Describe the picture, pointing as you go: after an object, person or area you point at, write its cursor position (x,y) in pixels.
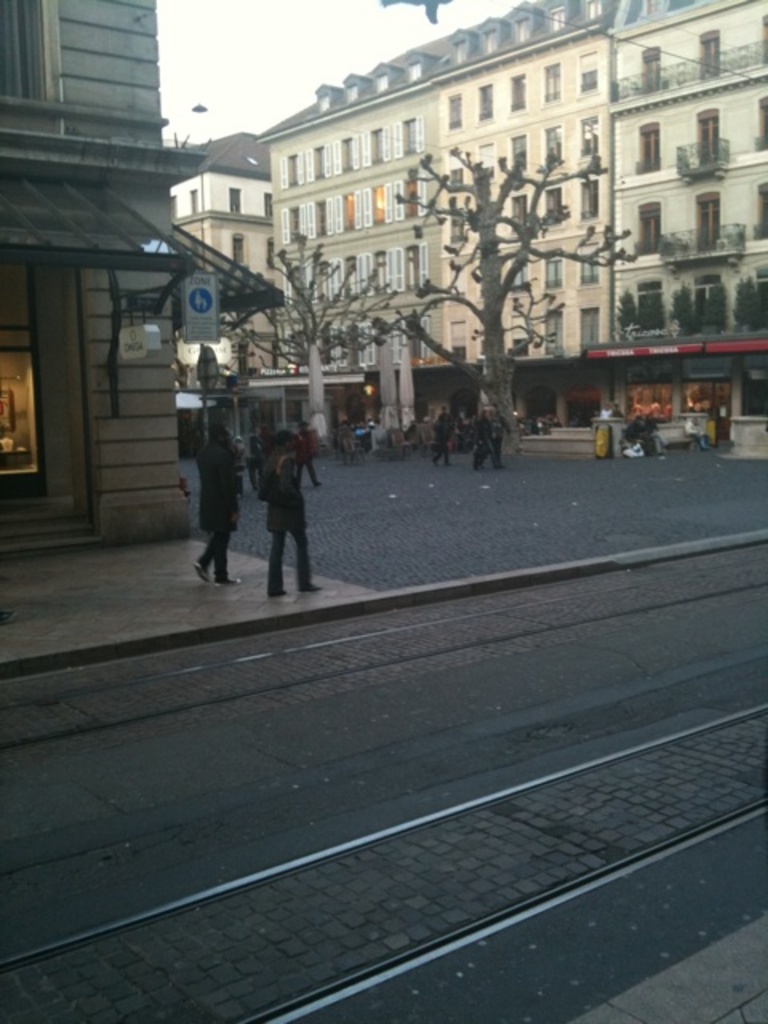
These are the buildings (384,103) with the windows (481,107). I can see few people (303,507) walking and few people (649,428) sitting. I think these are the trees (335,299) with the branches (478,199). This looks like a board (189,325), which is hanging. I think this is a tramway track (501,841).
